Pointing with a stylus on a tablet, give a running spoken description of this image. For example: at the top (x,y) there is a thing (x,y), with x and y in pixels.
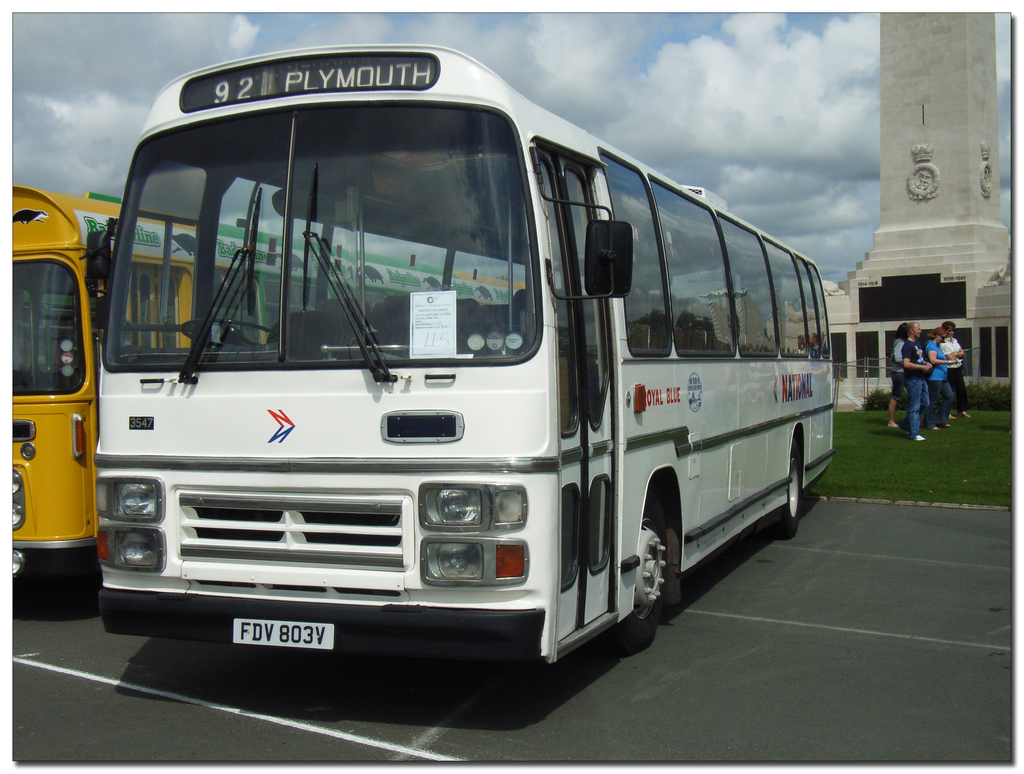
In this picture I can see vehicles (505,352) on the road (633,666). I can see people (918,384) on the green grass (941,446). I can see the tower (925,161) on the right side (920,141). I can see clouds (665,107) in the sky (635,66).
